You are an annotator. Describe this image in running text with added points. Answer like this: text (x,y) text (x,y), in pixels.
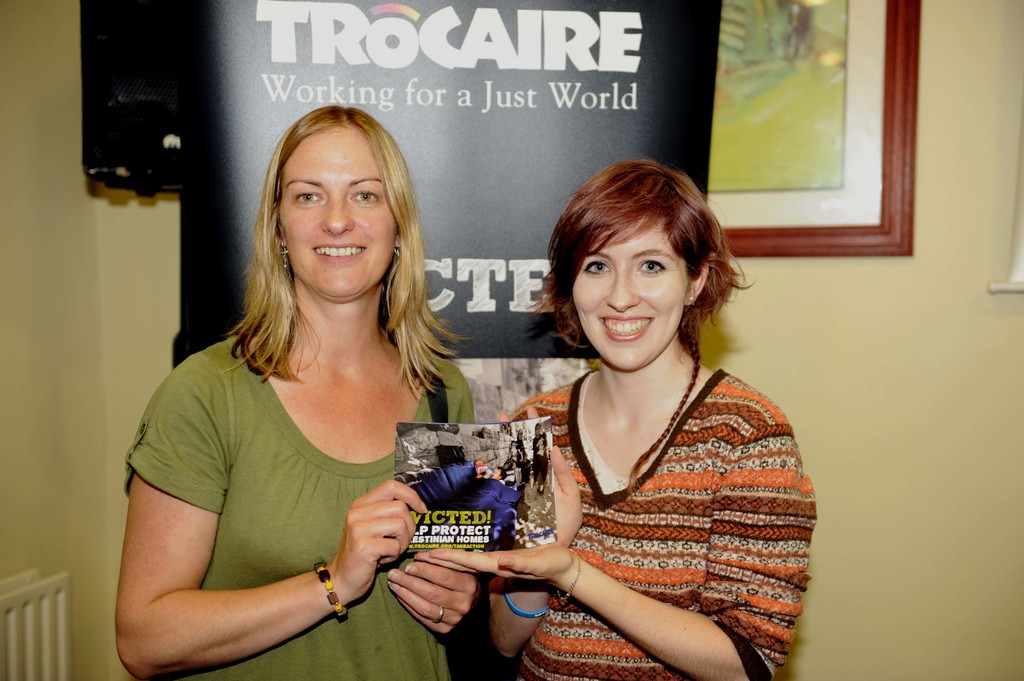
Here we can see two women (720,506). They are smiling and holding a book (472,530) with their hands (468,596). In the background (1010,444) we can see wall (895,410), banner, and a frame (885,81).
